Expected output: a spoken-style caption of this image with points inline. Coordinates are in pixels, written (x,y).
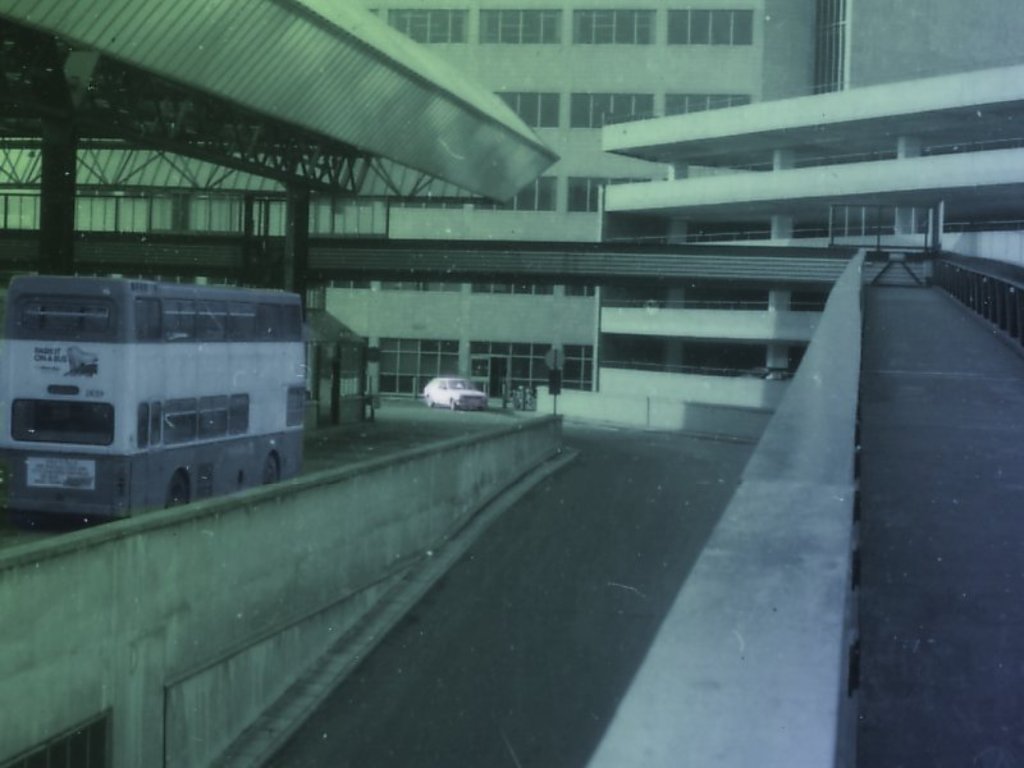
This looks like an edited image. I can see a bus (260,427) and a car (460,407) on the road (343,438). These are the buildings (837,177). I can see the windows (555,114). This is the roof (450,125).
